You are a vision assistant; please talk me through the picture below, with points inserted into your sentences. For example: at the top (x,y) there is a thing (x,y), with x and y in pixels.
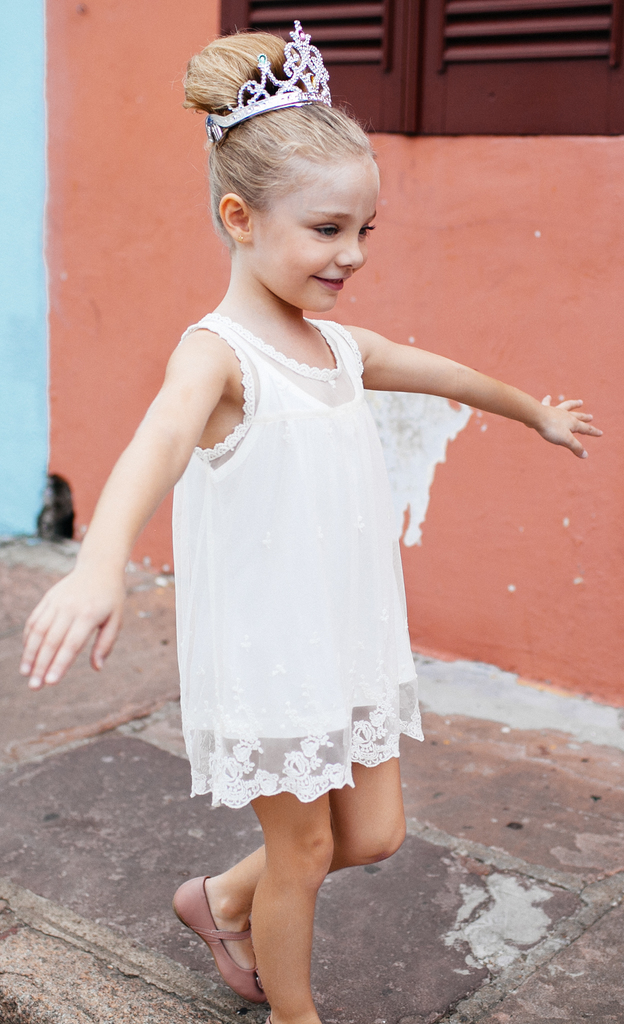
In this image we can see a girl (369,819) is standing, she is wearing white color dress (277,515) and crown (265,72) on head (270,113). Behind orange color wall (455,230) is present with wooden window (433,86).
